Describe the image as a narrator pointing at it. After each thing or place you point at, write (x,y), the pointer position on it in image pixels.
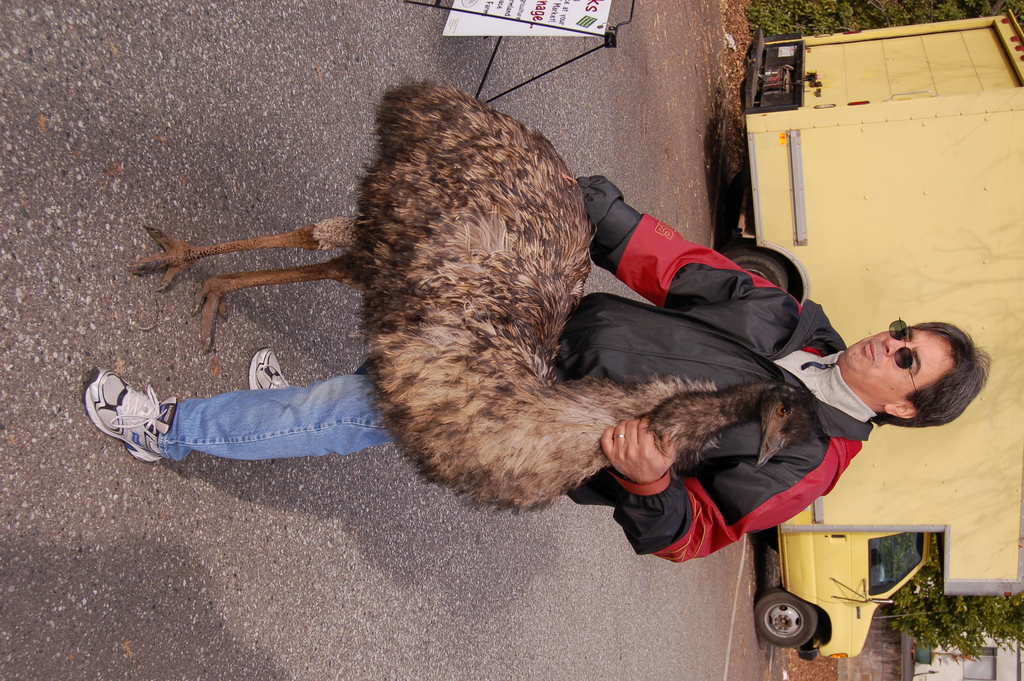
In this image in the front (558,256) there is a bird (507,289) and there is a man (811,355) holding a bird (691,389). On the right side (916,245) there is a vehicle (935,229) which is yellow in colour and there are trees (929,594) and at the top (566,21) there is a board (555,22) with some text (542,7) written on it and there is a building (964,669) on the right side (945,657).
